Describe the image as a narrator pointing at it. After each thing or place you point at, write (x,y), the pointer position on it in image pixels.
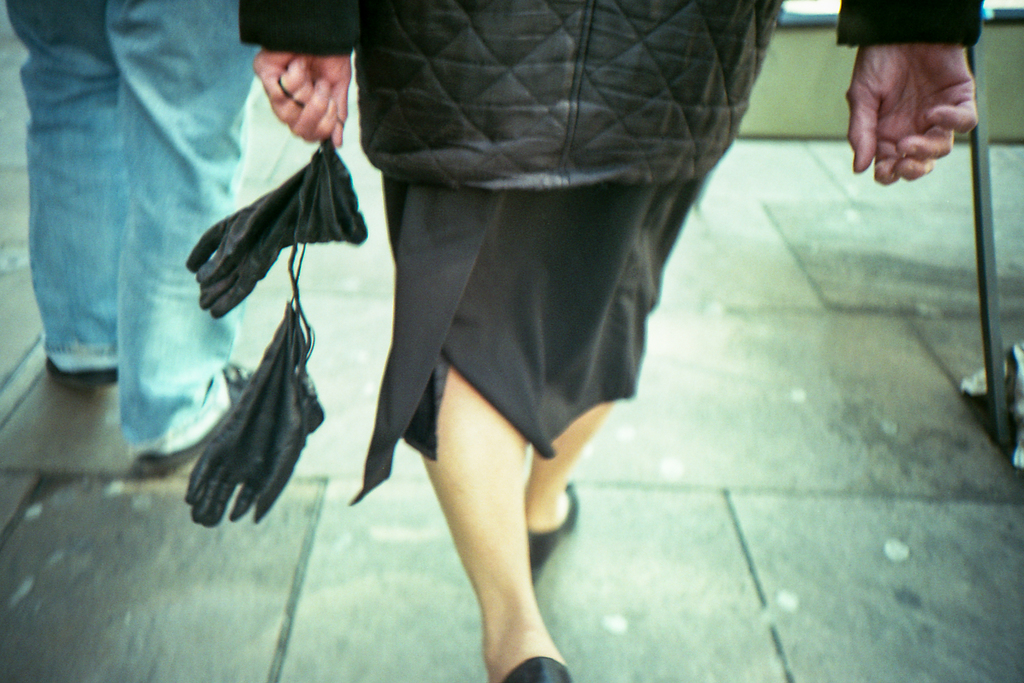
In this picture I can observe a person (461,371) walking on the floor (335,249), holding black color gloves (305,213) in her hand (296,69). On the left side (168,237) I can observe another person (59,369) standing on the floor (132,505).
